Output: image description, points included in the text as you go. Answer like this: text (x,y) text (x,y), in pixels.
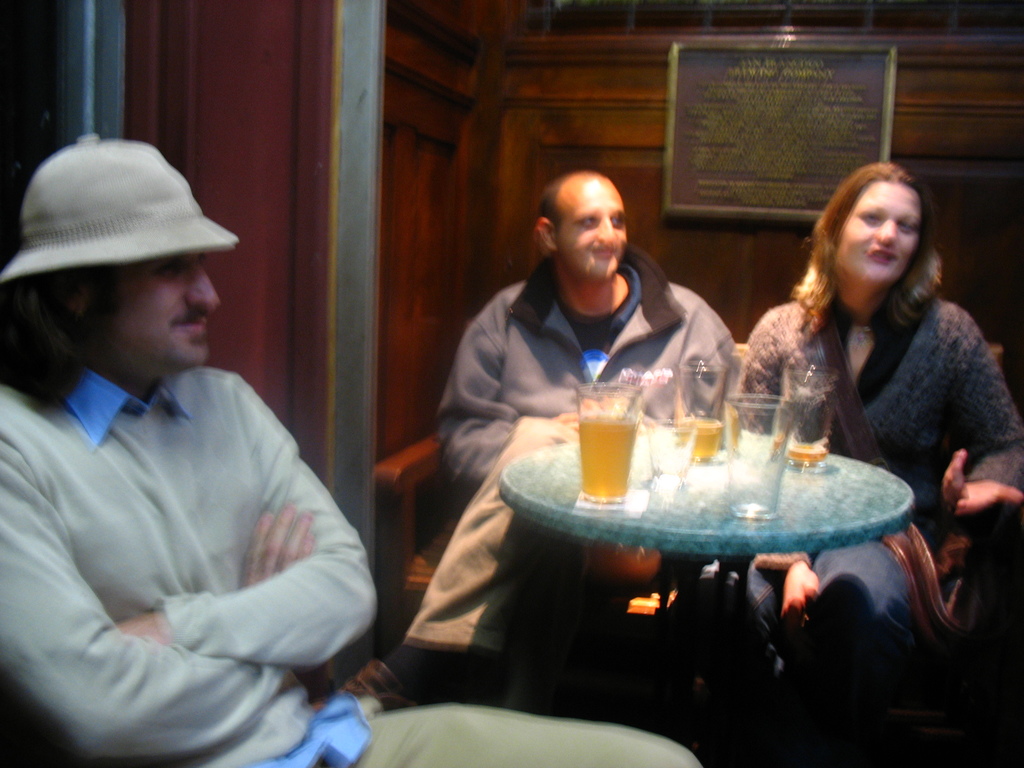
In this Image I see 2 men (180,264) and a woman (783,344) who are sitting and there is a table (861,484) in front of them on which there are glasses (826,461). In the background (151,13) I see the wall (957,18) and a photo frame (773,212).
